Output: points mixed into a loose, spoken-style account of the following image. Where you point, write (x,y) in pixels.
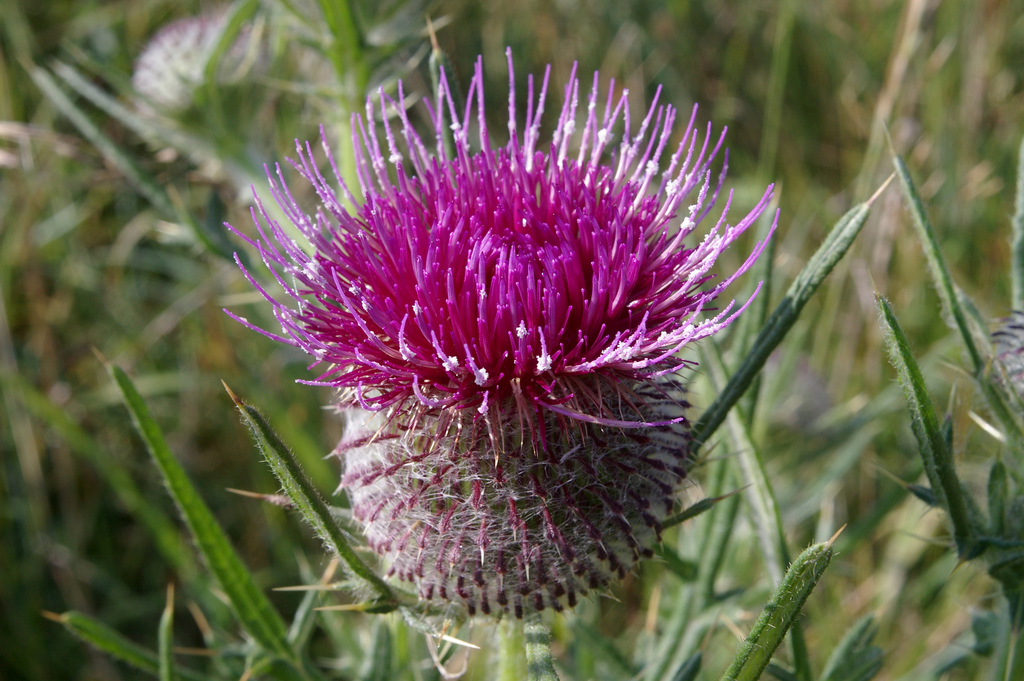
In this picture there is a pink color flower (546,235) and there are buds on the plants (717,411).
